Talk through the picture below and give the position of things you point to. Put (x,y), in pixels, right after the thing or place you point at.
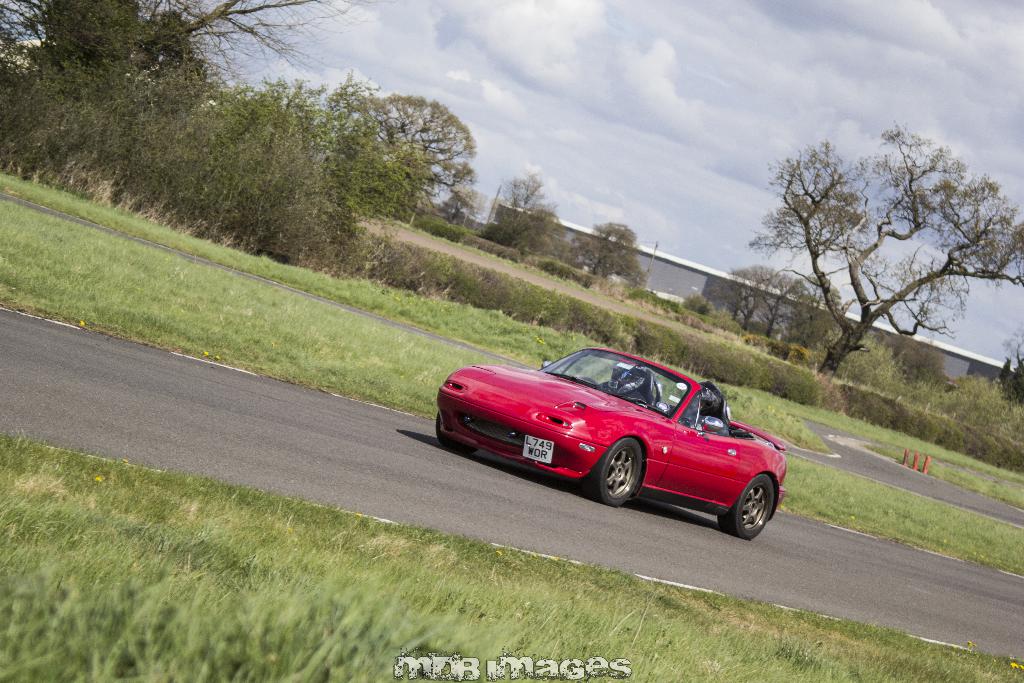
In the center of the image (523,383) there is a car (525,411) on the road (488,467). At the bottom (427,529) there is a grass (360,641) and text (408,660). In the background (176,219) we can see road (904,470), trees (405,135), building (574,244), plants (871,376), sky (609,139) and clouds (418,71).
